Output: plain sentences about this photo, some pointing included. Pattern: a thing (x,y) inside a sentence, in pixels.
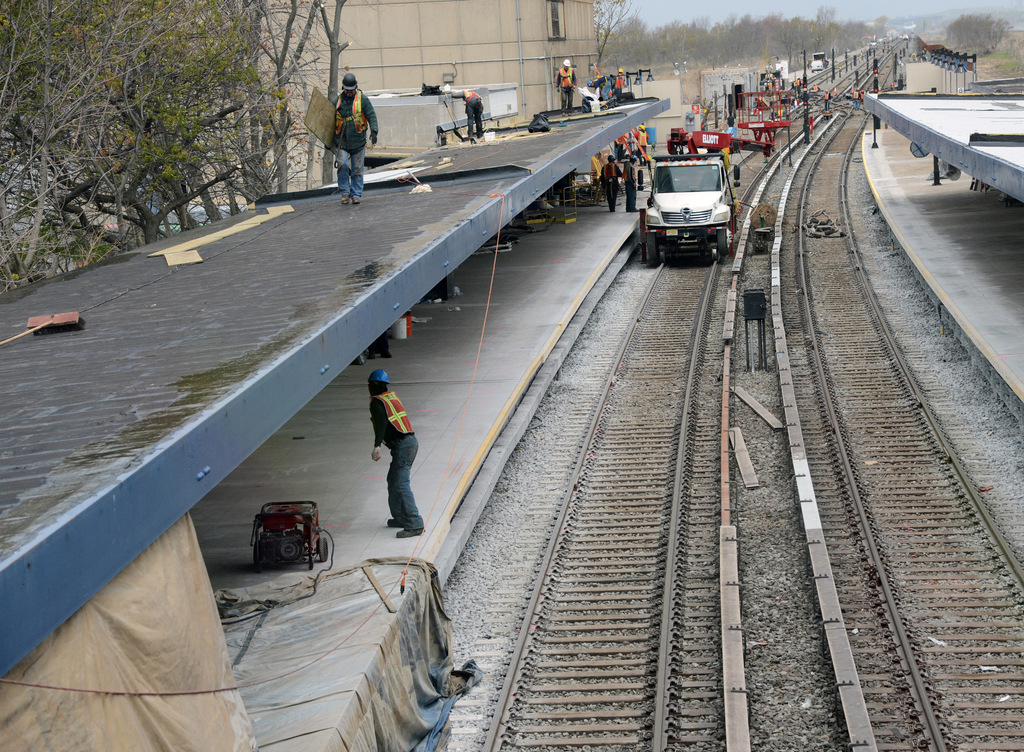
This is the picture of a vehicle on the train track (716,266) and around there are some people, trees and some cloth (157,644) on the floor (581,285).
